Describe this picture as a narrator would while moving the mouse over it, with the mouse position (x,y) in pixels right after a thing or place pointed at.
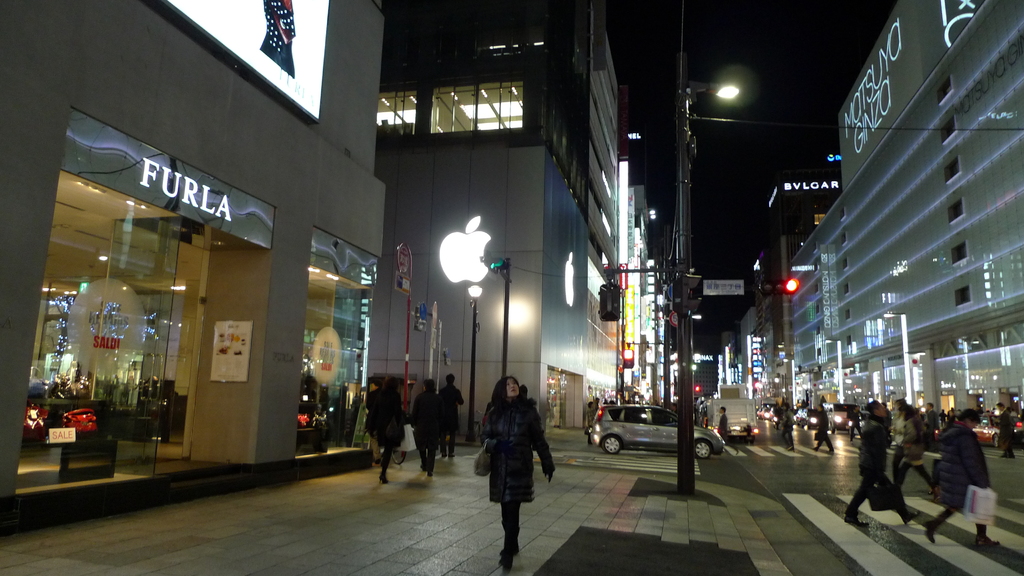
In this image we can see a group of people (790,438) standing on the ground (473,455), some persons (417,409) are holding bags (968,496) in their hands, the group of vehicles (713,441) parked on the road (656,470). In the center of the image (420,308) we can see group of traffic lights (692,292), poles (686,317) and sign boards (719,293). In the background (425,360), we can see buildings (359,359) with windows (487,123), lights (836,188), screen (295,70) and the sky (751,154).
